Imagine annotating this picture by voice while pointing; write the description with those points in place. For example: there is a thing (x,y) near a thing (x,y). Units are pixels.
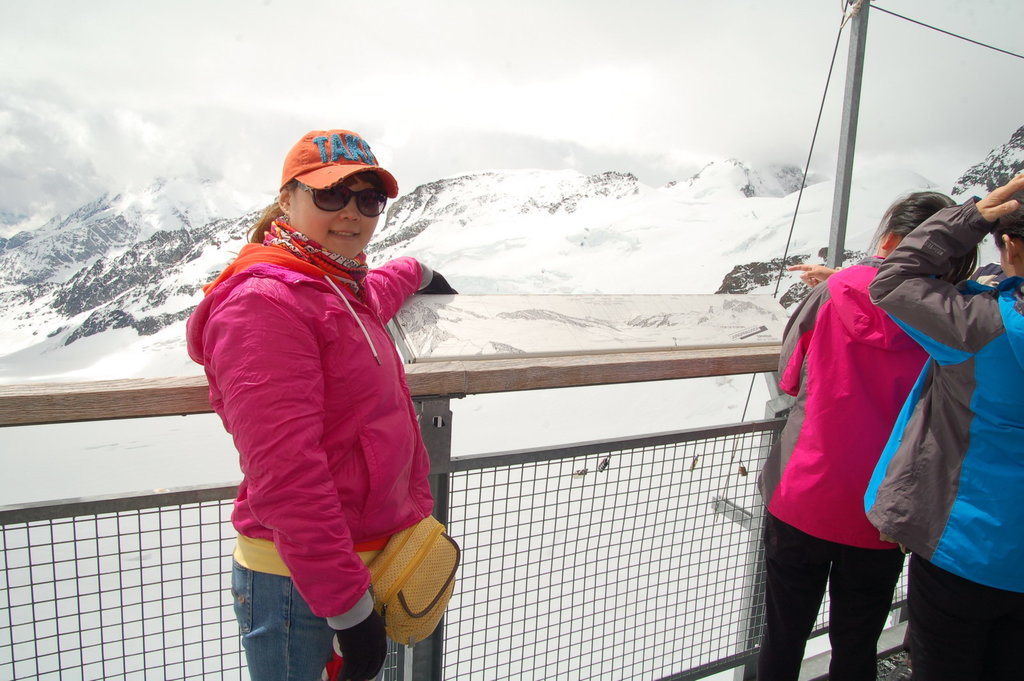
In this picture there is a woman (324,496) standing and smiling. On the right side of the image (861,557) there are two persons (828,525) standing. At the back (892,631) there is a railing (193,379) and there are mountains (103,266). At the top (669,68) there are clouds (524,58). At the bottom (140,463) there is snow (183,429).
